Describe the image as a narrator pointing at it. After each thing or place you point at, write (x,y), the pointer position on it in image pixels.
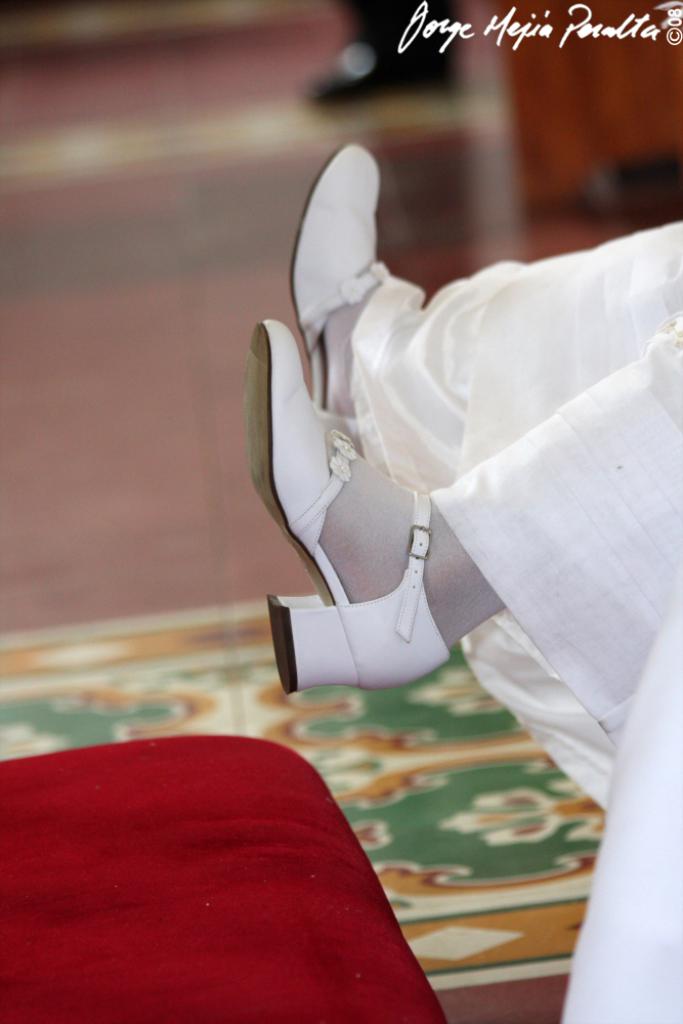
In this image we can see a person's leg (447,546), a red color object (274,819) and some text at the top of the image (510,36).
